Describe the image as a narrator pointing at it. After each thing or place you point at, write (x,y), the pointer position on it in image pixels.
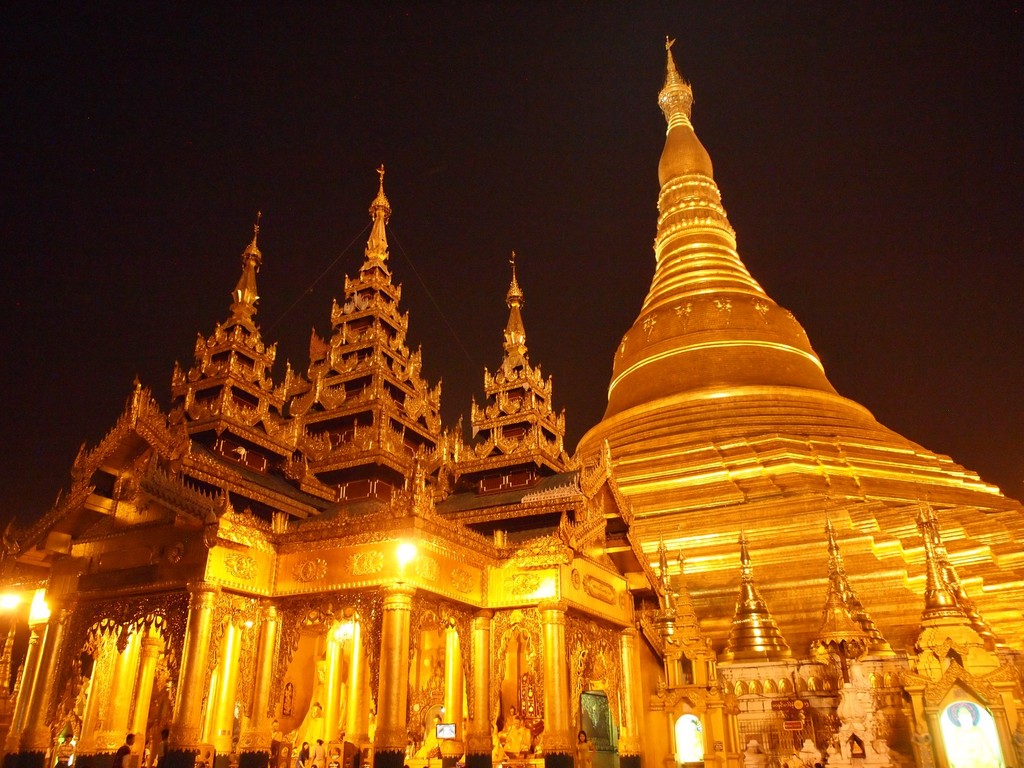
In this image, we can see a temple (434,665) with sculptures (974,726), lights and pillars (126,680). At the bottom (324,766), we can see few people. Background (986,247) it is dark.
